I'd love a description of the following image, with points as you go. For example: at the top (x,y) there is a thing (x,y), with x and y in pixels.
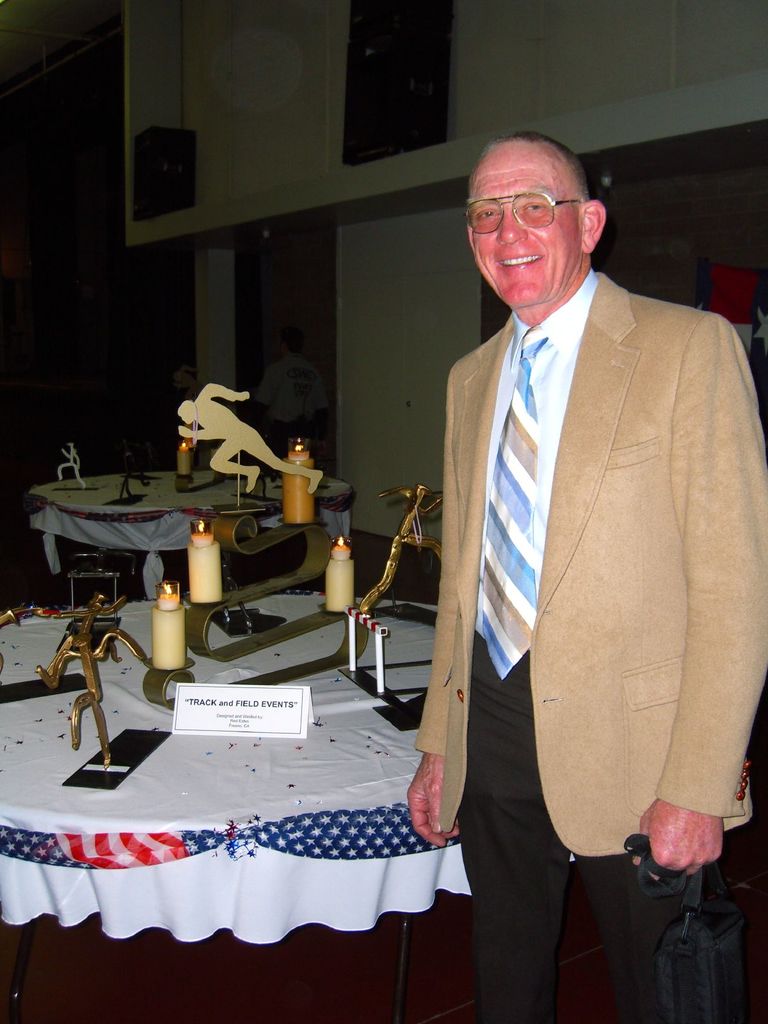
There is a man (474,487) standing and smiling, beside this man (485,598) we can see board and objects (156,635) on tables (159,527). In the background (322,351) we can see person (317,383), wall (399,242) and it is dark.
